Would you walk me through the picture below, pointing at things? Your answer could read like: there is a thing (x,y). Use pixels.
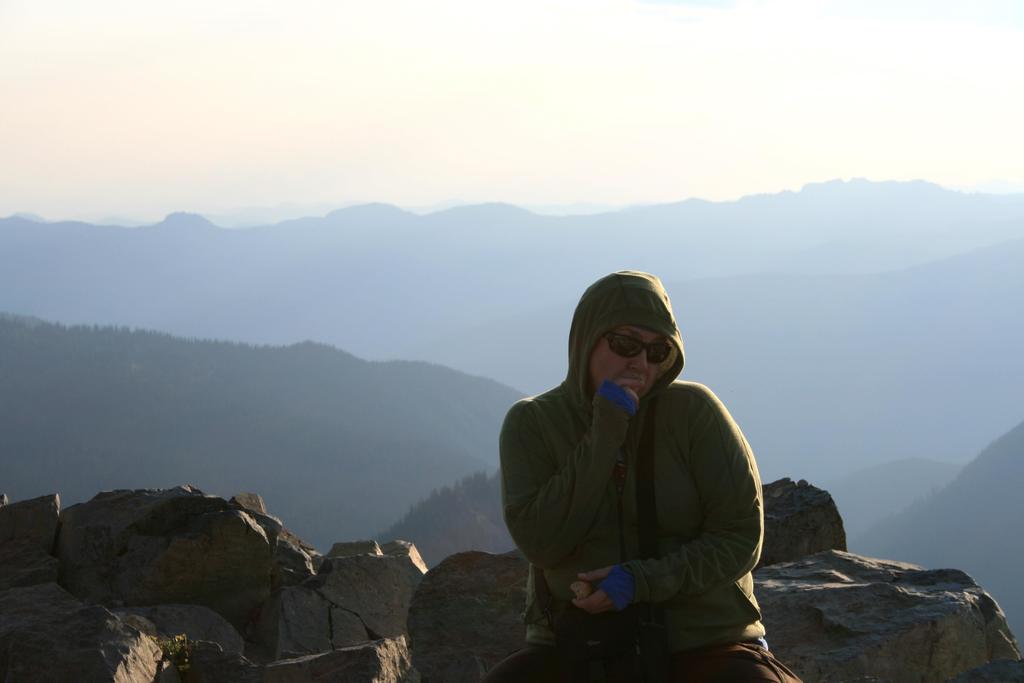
A person (650,390) is sitting wearing a green hoodie (627,536) and goggles (636,347). There are trees (216,441) and mountains (282,209) at the back (329,261). There is sky (999,34) at the top (562,155).
